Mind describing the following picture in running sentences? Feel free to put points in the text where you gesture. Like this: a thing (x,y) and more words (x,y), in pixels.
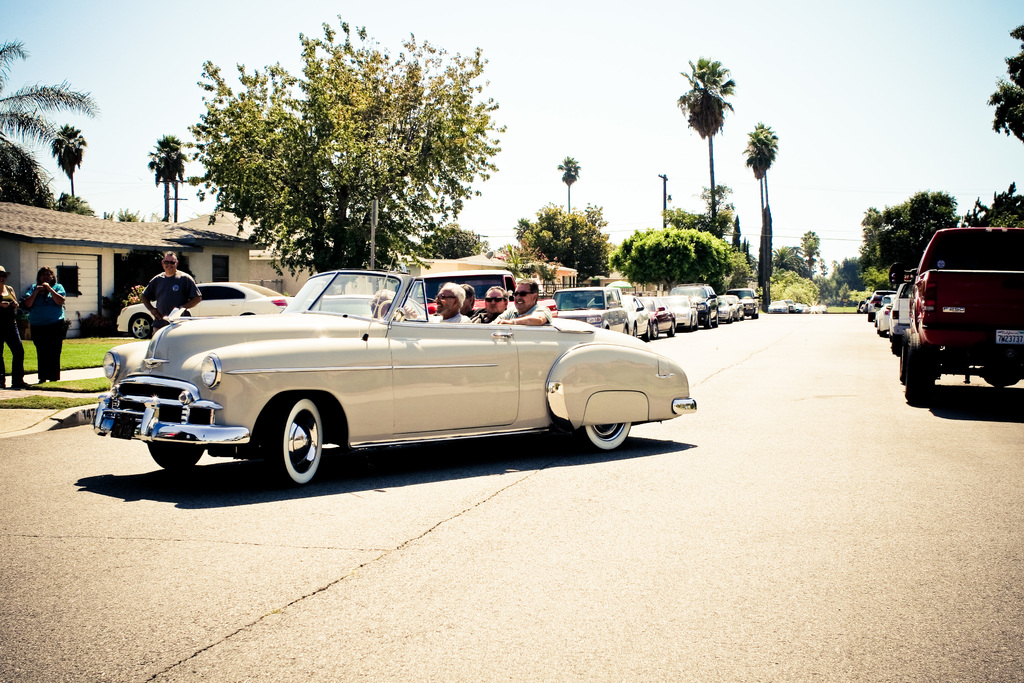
In this image i can see a road (747,521), on the road (721,469) I can see a vehicle (344,338), on the vehicle (476,349) I can see few persons (528,314) sitting and at the top (419,58) I can see the sky (658,58) and trees (593,220) and on the left side (76,264) I can see a house (7,253) and in front of the house (6,236) I can see three persons (44,301) standing on grass (54,400), in the middle (621,308) I can see few cars (903,347) parking on the road (735,375).
